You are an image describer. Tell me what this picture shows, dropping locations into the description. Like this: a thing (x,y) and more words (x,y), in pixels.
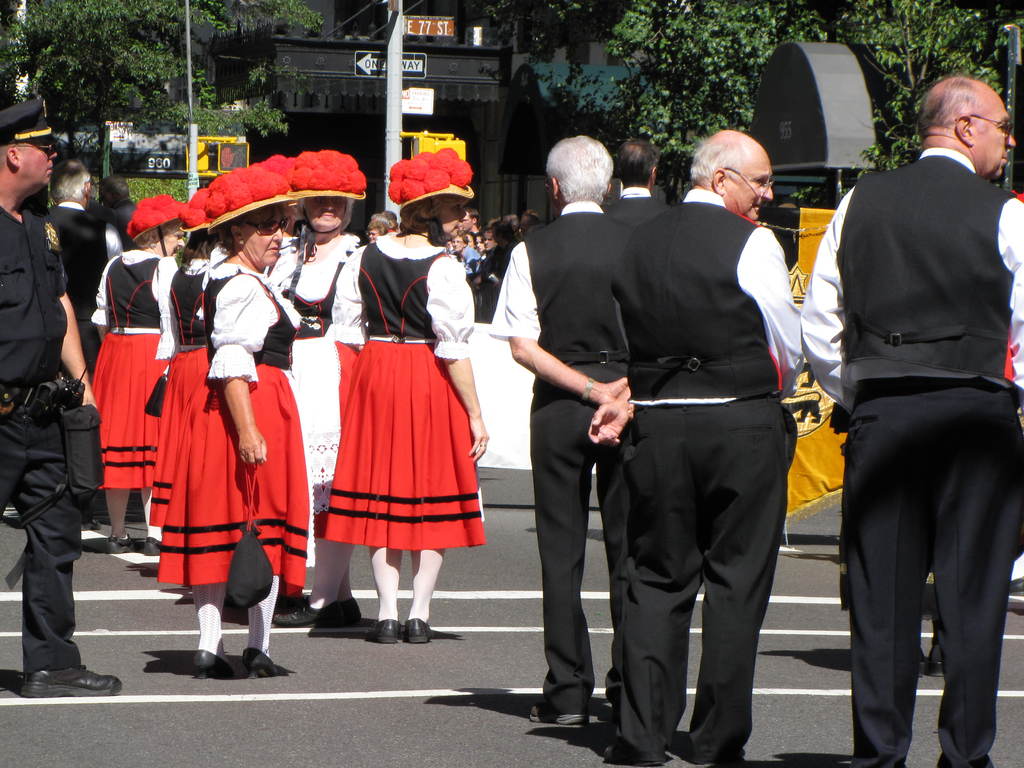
In this image I can see there are few women (218,575) and men (825,300) standing on the road (412,699) and they are wearing costumes (682,453) and in the background (77,44) I can see building (370,102), pole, trees (710,69), some persons (494,287) visible.
